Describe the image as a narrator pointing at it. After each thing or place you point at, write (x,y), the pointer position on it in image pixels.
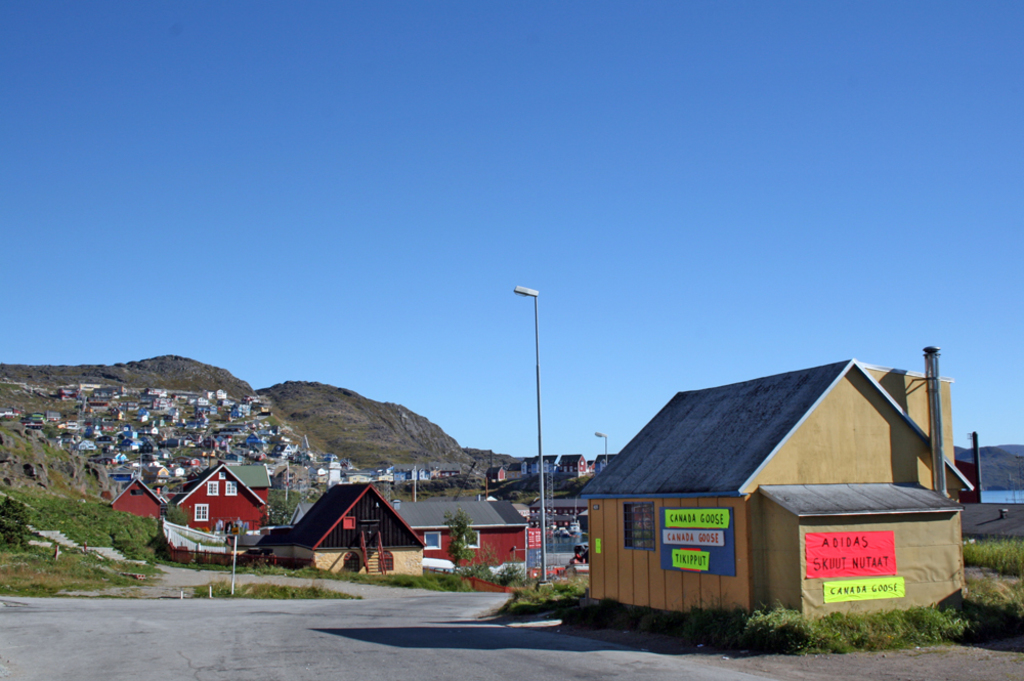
In this image we can see houses (487,517), a light pole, there are mountains (50,478), plants (980,619), grass (980,619), also we can see the lake (997,500) and the sky (536,191).
